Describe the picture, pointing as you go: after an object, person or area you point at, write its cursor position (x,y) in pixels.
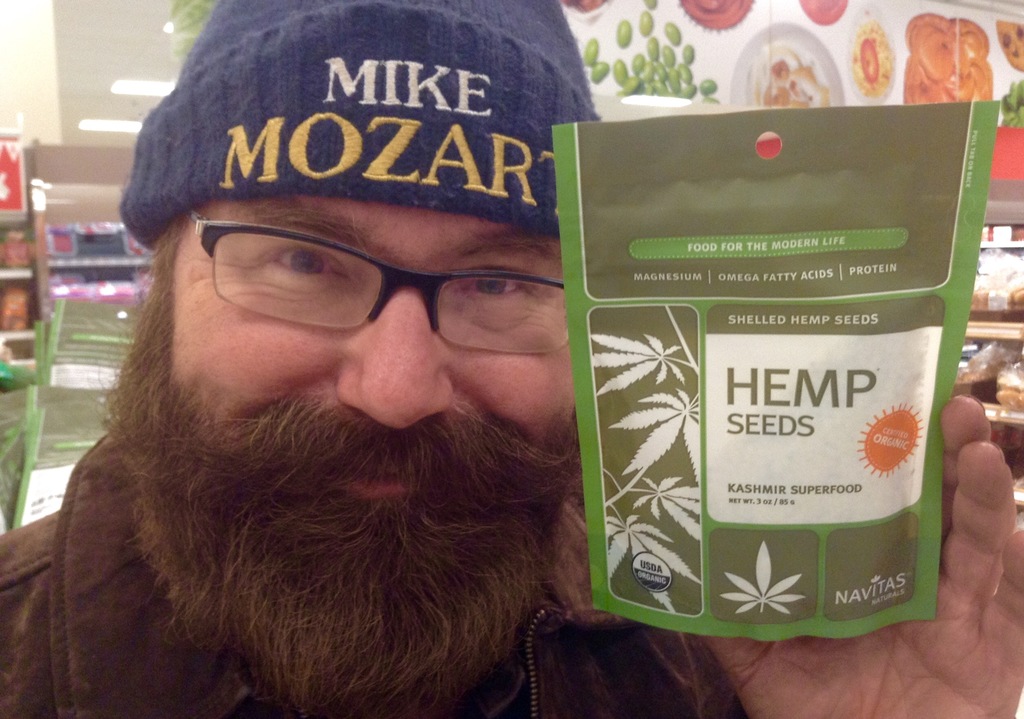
In this image, we can see a man (321,269) wearing cap (384,166) and glasses (374,310) and holding a packet (780,511) in his hand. In the background (774,68), we can see food items (96,246).
